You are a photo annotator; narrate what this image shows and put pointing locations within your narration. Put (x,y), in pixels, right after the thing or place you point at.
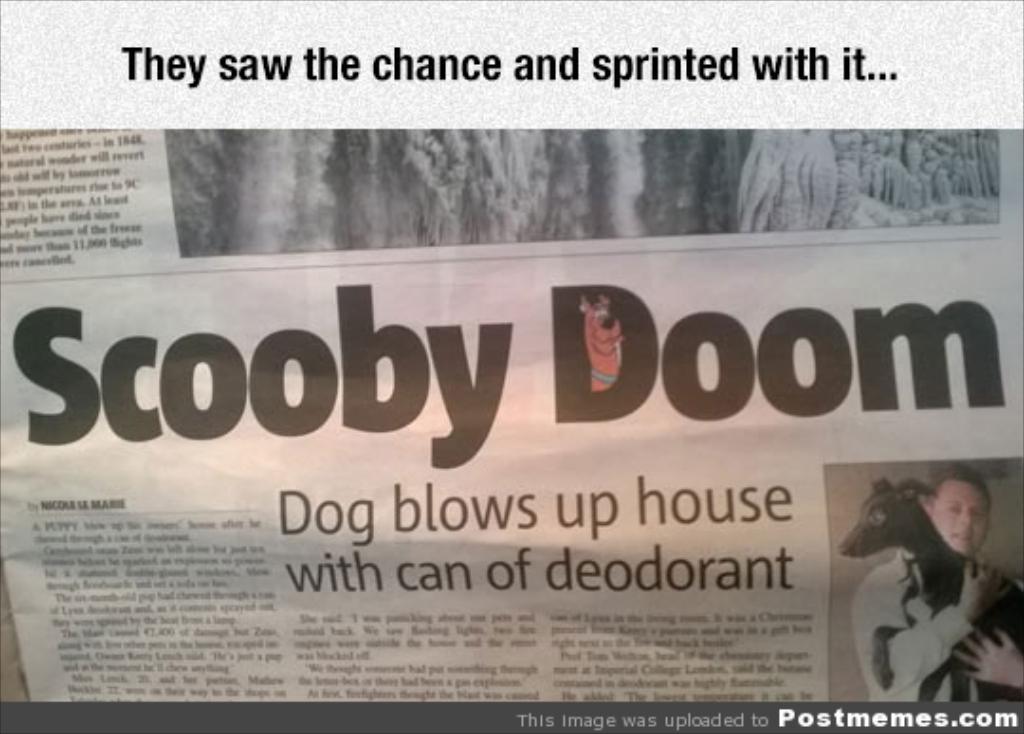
In the image in the center (402,399) we can see one newspaper (362,471). On the newspaper (320,523), we can see one person (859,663) holding dog (878,525). And we can see something written on the newspaper (461,233).
